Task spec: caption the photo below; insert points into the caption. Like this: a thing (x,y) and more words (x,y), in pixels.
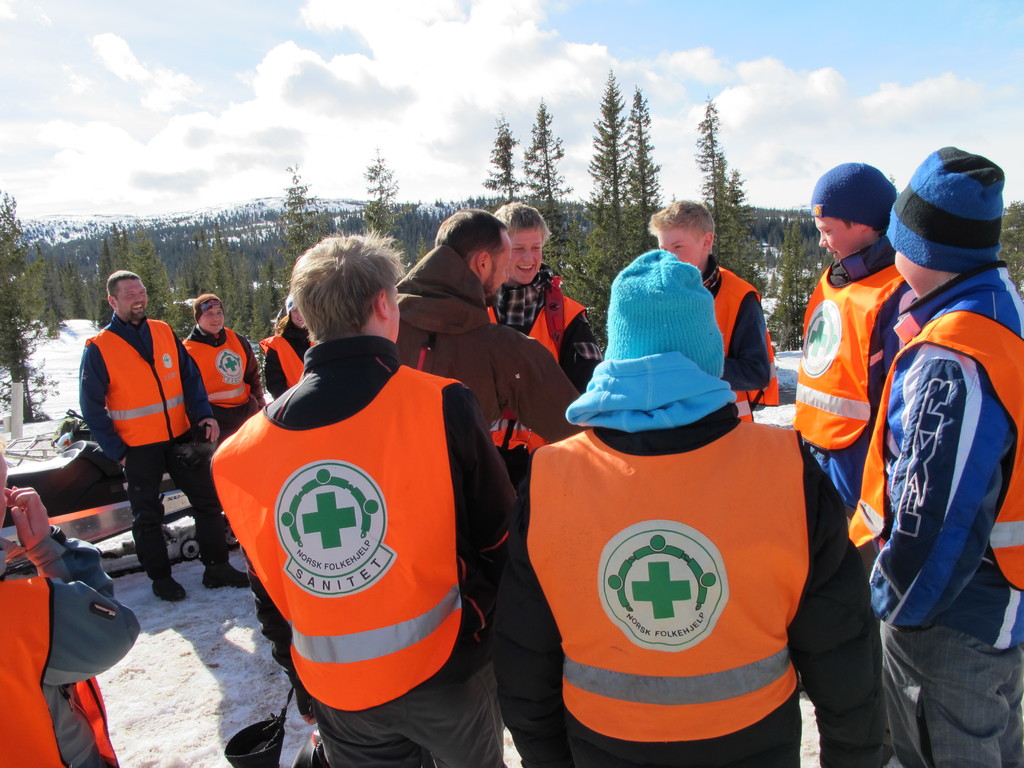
In the image there are a group of people (321,395) standing in an area (167,609), most of them are wearing orange vests (746,472) and the land (143,684) is covered with a lot of snow (61,401) and behind the people (130,286) there are many trees (156,271) and behind the trees (4,197) there is a mountain (263,206).
